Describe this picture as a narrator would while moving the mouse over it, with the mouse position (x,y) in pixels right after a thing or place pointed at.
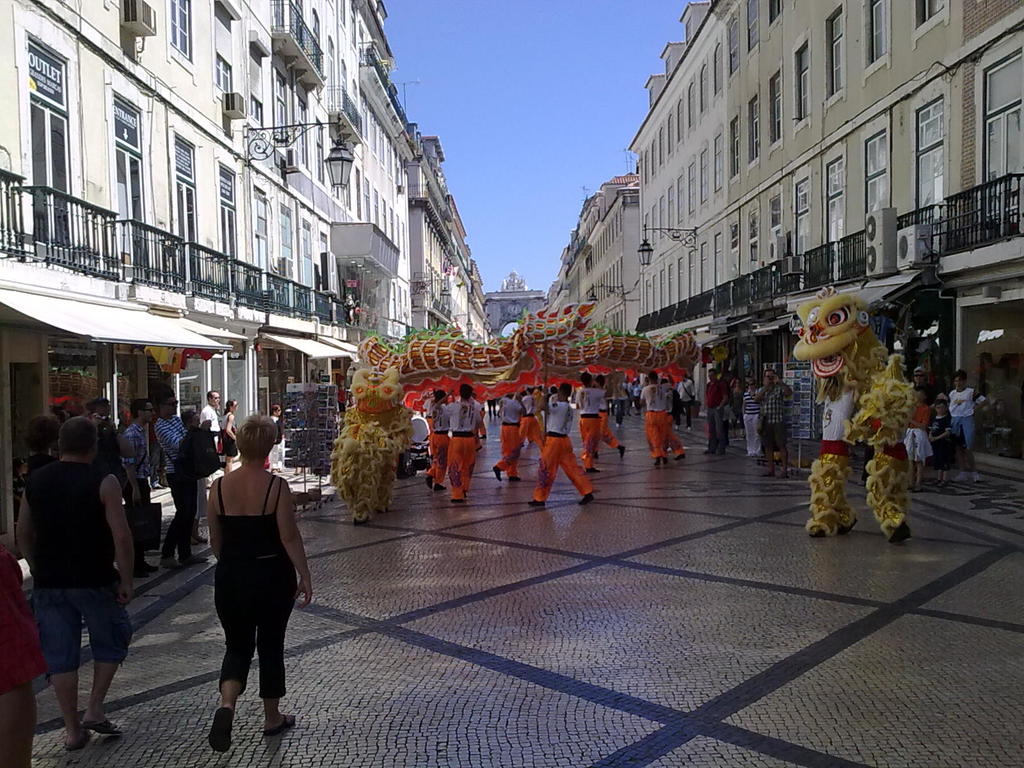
In this image we can see some buildings (70,259), some glass doors (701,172), some lights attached to the wall (396,154), some poles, one light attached to the wall (582,278), some objects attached to the ceiling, some people (458,429) are in costumes (445,430), some people (473,440) are dancing with holding an object (529,317), some objects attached to the wall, some people (71,554) are walking, some people (182,527) are standing, some objects (313,385) on the floor (752,494), some people (719,436) are holding objects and at the top (426,96) there is the sky (456,144).
